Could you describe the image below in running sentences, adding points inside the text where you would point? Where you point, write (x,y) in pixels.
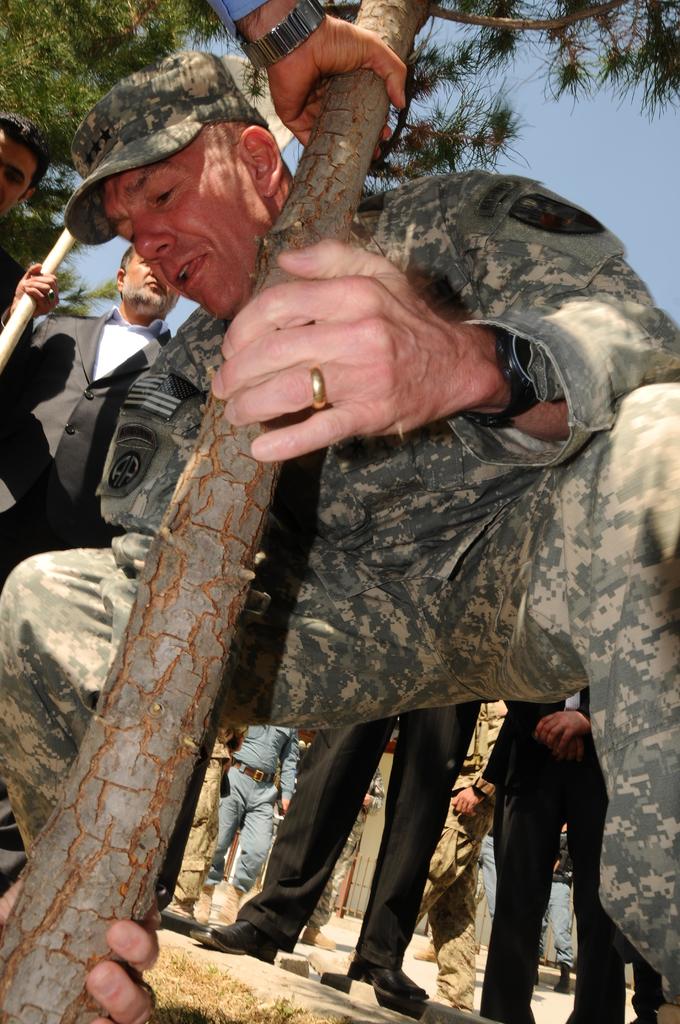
Two people (253,6) are holding this tree branch (182,575). This man (379,260) wore military dress (478,586), cap (190,125) and holding a tree branch (323,209) is looking downwards. Background (565,112) we can see people (520,794), trees (74,307) and sky (522,173). Another person (42,277) is holding an object (65,248). Far there is a grill (368,881).
